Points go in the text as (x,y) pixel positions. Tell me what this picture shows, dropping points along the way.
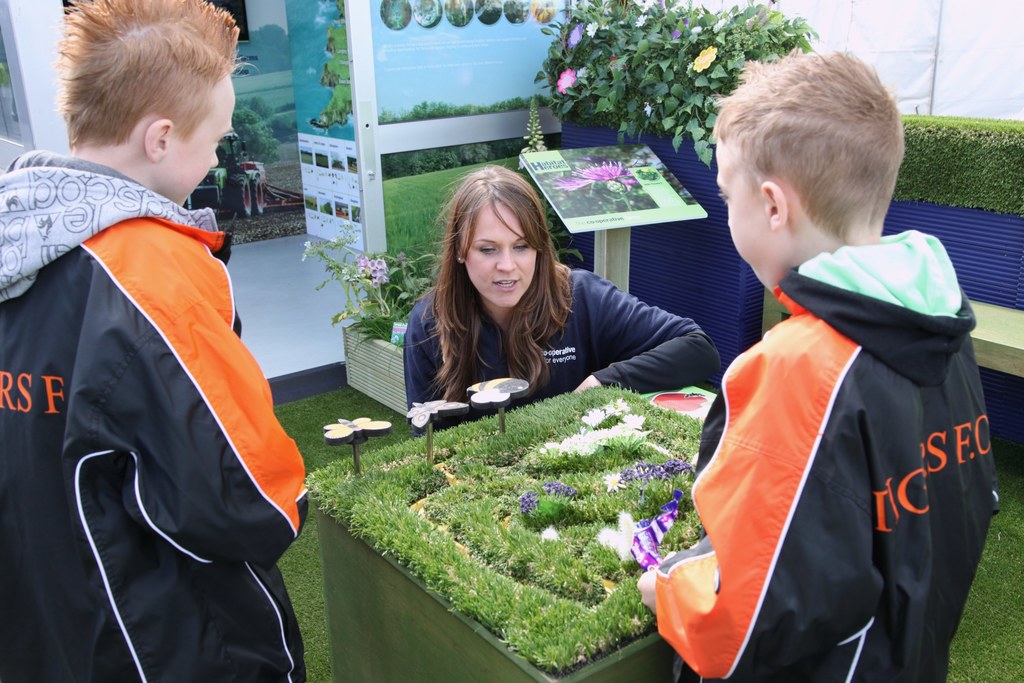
In this image in front (124,672) there are three people (549,381) around the table (430,637). On top of it there is grass (531,525) and there are depictions (420,419) of butterflies (512,396). There are plants (743,8). There is a door (384,179). There are posters (455,67) attached to the wall (299,131). On the right side of the image (992,351) there is a bench (1001,360). At the bottom of the image (1023,568) there is grass (1023,573) on the surface (1006,637).
